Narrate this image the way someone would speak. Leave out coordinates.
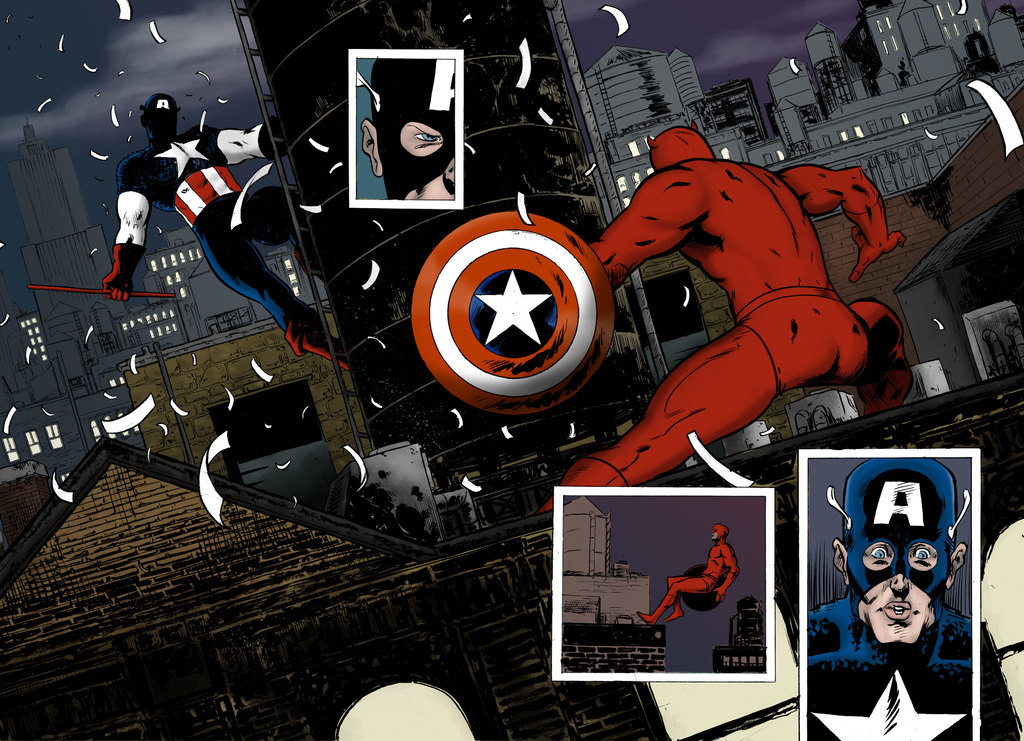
It is a graphical image.
